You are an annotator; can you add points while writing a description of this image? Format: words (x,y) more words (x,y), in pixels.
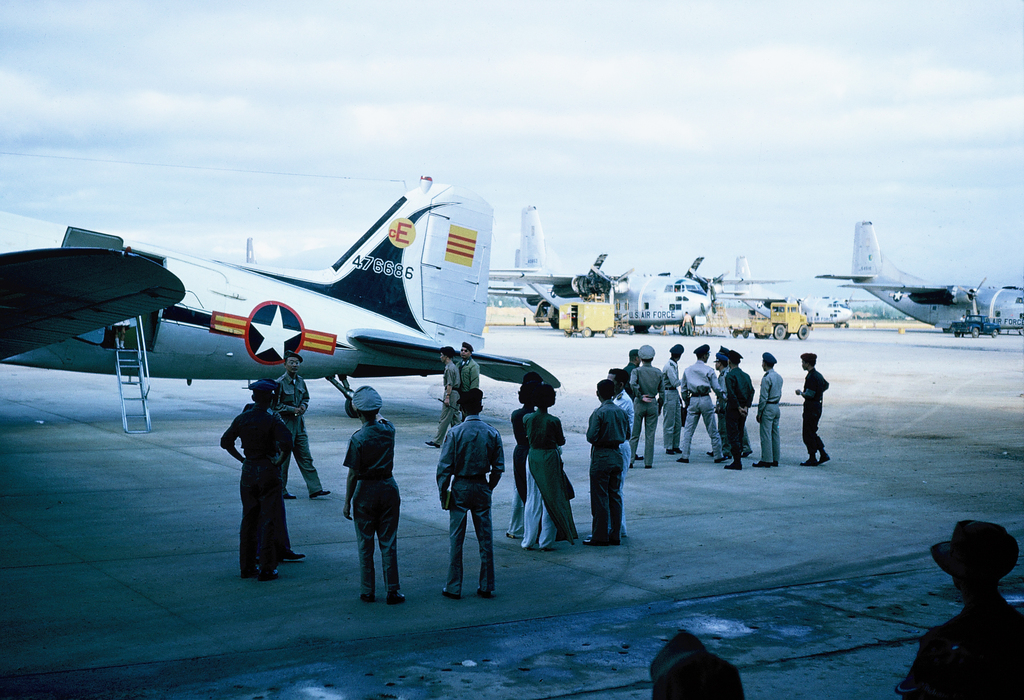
In this image we can see a group of people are standing, here are the airplanes (419,309) on the runway (63,433), here are the vehicles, at above the sky (428,24) is cloudy.
